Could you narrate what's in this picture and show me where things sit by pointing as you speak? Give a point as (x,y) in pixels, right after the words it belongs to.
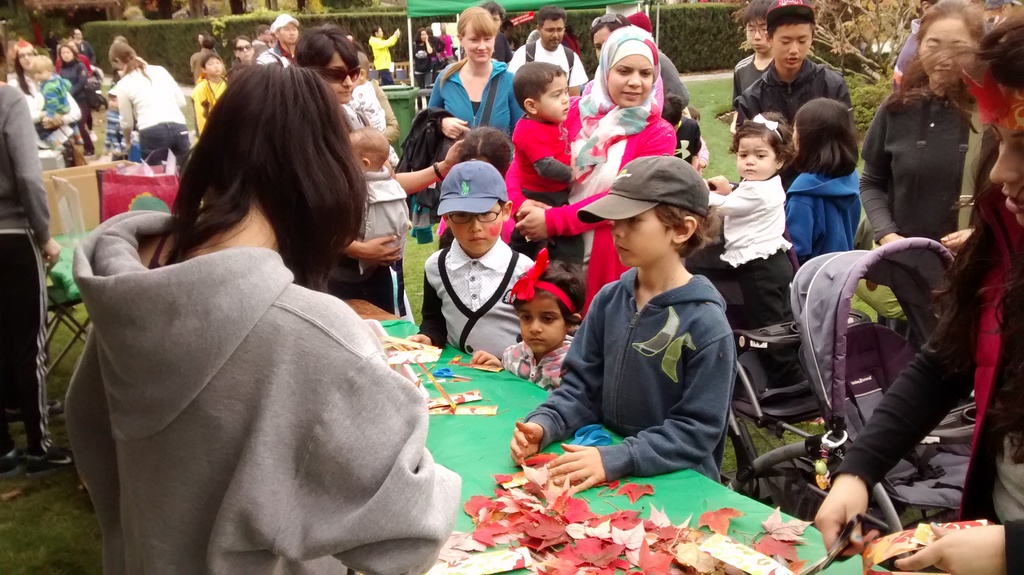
This picture is clicked outside the city. Here, we see many people (358,133) standing. Children (481,235) are standing in front of table (497,389) on which many leaves (583,508) are placed. Behind these people (376,43), we see a tent (442,10) which is green in color. Behind that, we see plants (146,26) and trees (849,37).
